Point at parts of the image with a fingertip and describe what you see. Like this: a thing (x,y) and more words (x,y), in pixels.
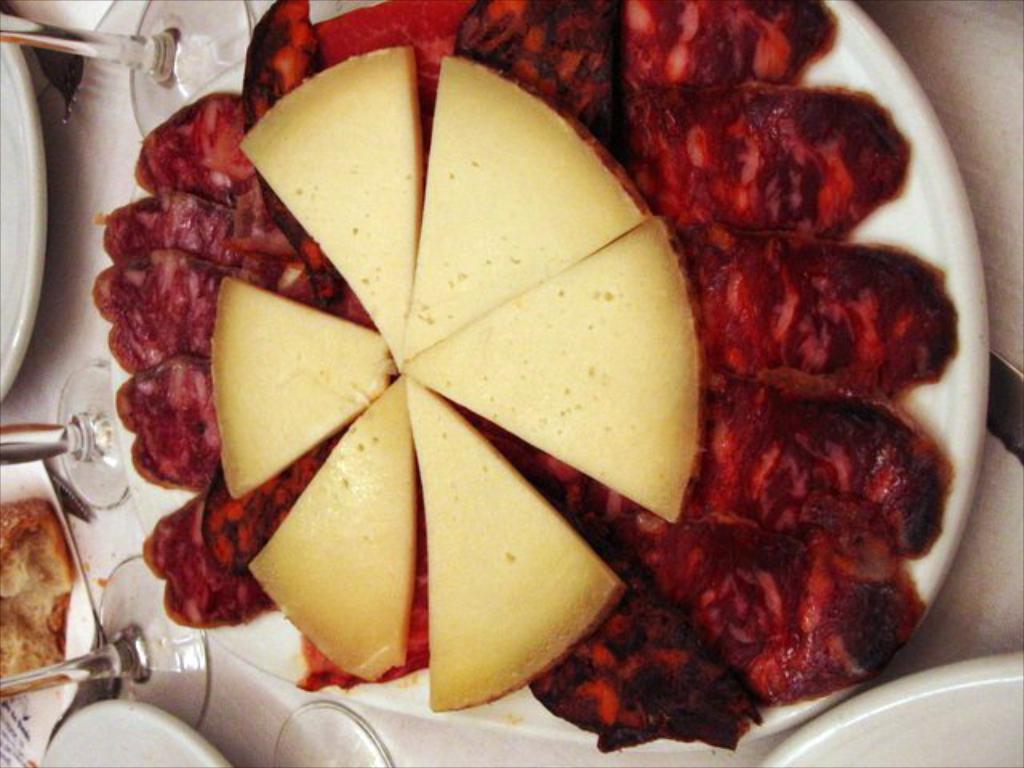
In this image we can see food items (492,508) on a plate (522,705) on the platform (56,17) and we can also see plates (130,761), glasses (53,666), food item (10,609), fork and an object (75,56).
